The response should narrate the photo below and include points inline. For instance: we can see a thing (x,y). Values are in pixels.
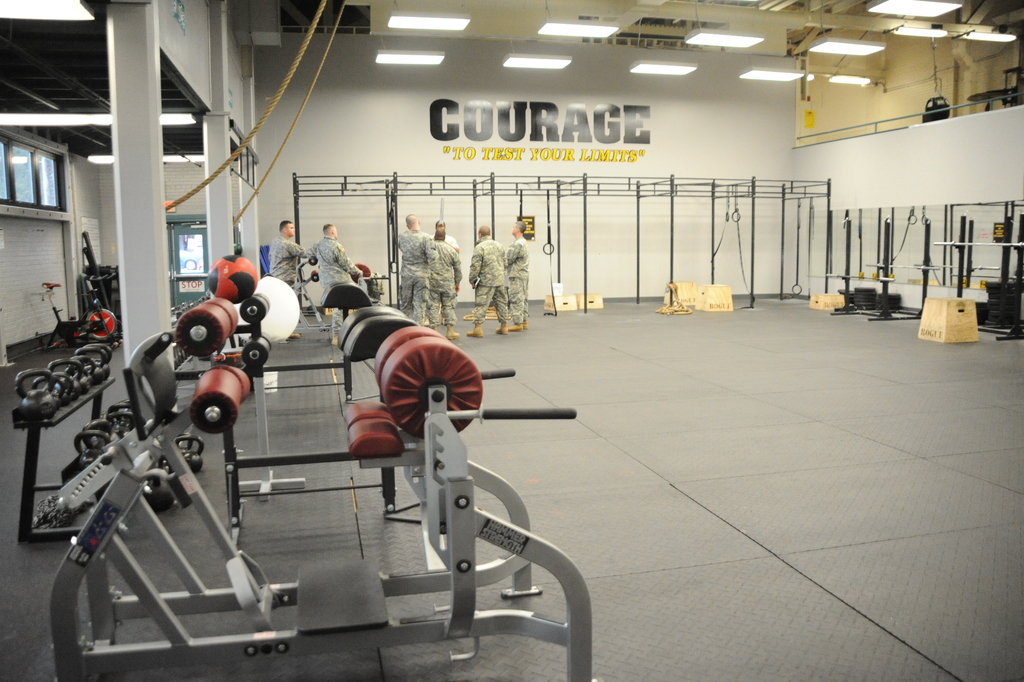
In the image, it looks like the picture is captured inside a gym (78,113). There are different equipment (255,294) and in the background (405,267) there are a group of people (423,262) standing on the floor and behind them there is a wall (569,253), on the wall (578,89) there is some text (484,108).
